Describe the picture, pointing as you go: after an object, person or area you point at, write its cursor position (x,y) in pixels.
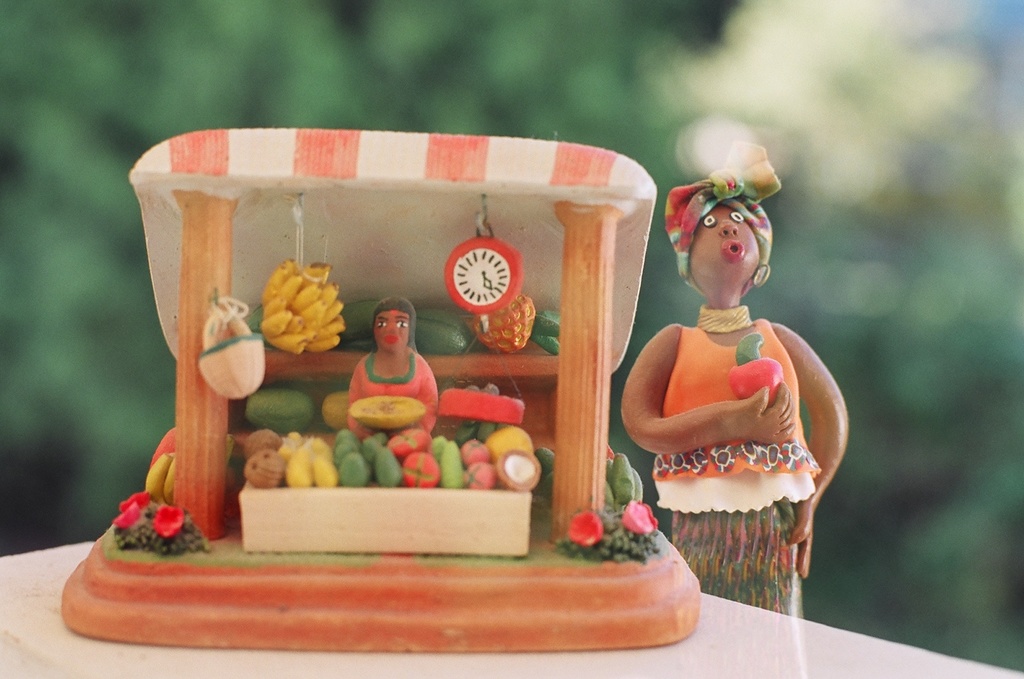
Here we can see two toys (377,377) and one is on platform (310,368) which is a fruits selling store (336,344) where we can see a person (414,362) selling fruits (305,306) like bananas (326,302) and different types of fruits (334,456) and a clock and the other is a person (713,370) holding a fruit (754,381) in her hand (749,407). In the background (676,138) the image is blur.
